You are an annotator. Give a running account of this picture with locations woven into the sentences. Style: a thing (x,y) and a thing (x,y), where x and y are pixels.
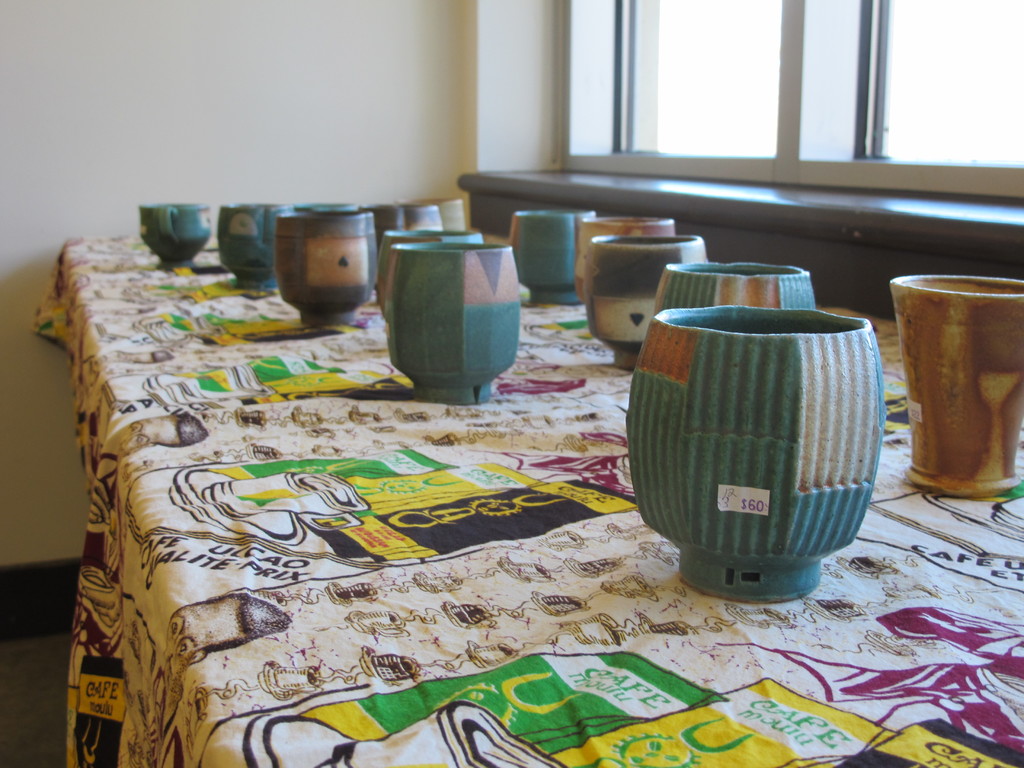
In this image I can see number of pots (481,304) and on few pots (808,488) I can see price tags (747,492). I can also see table cloth (236,535) and on it I can see few designs (295,535) and I can also see something is written.
